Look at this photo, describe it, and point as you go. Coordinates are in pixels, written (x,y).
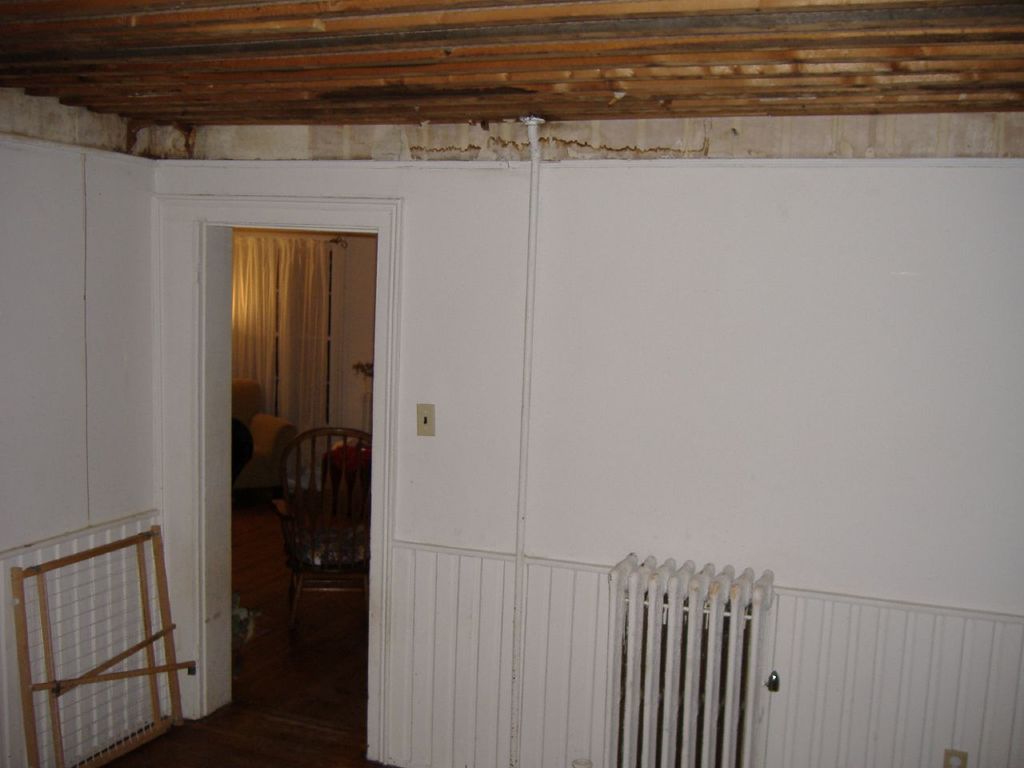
In this picture there is an object (729,695) which is in white color and there is a wooden object (45,663) in the left corner (68,665) and there is a wooden roof (223,77) above it and there is a chair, sofa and curtains (307,403) in the background (307,387).
